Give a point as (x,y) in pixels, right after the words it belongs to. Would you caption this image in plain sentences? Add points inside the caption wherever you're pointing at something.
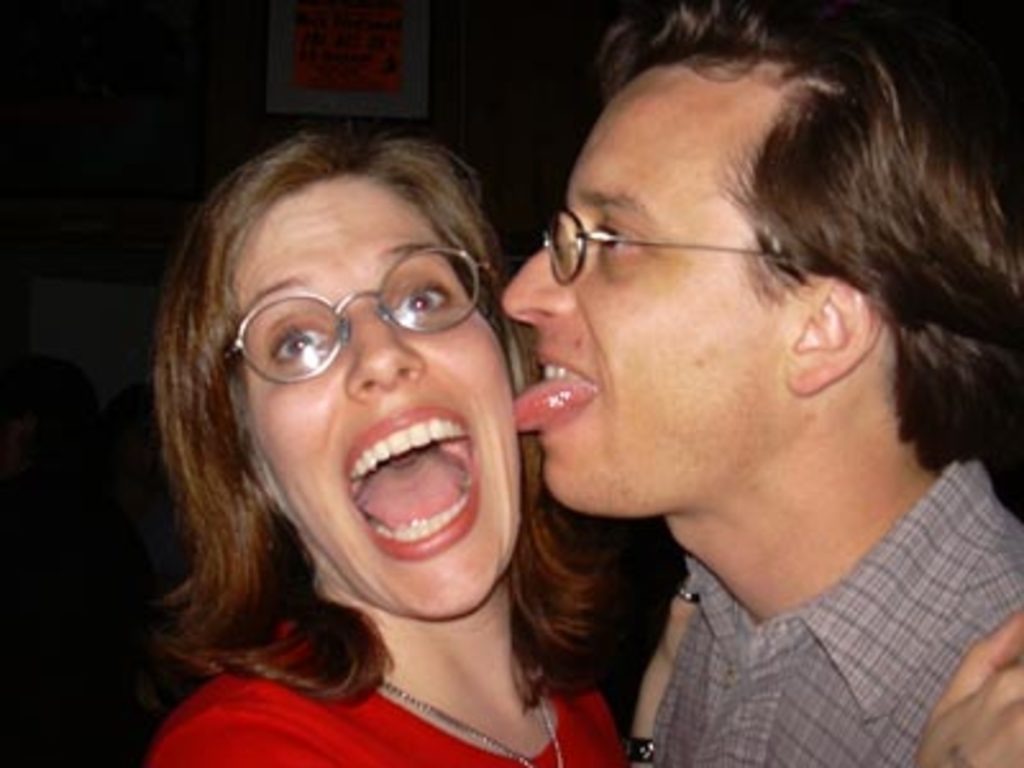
In the picture I can see a person (963,562) in the right corner (921,547) is licking the cheek (501,428) of a woman (498,446) in front of him and there are few other objects (320,82) in the background (270,54).
